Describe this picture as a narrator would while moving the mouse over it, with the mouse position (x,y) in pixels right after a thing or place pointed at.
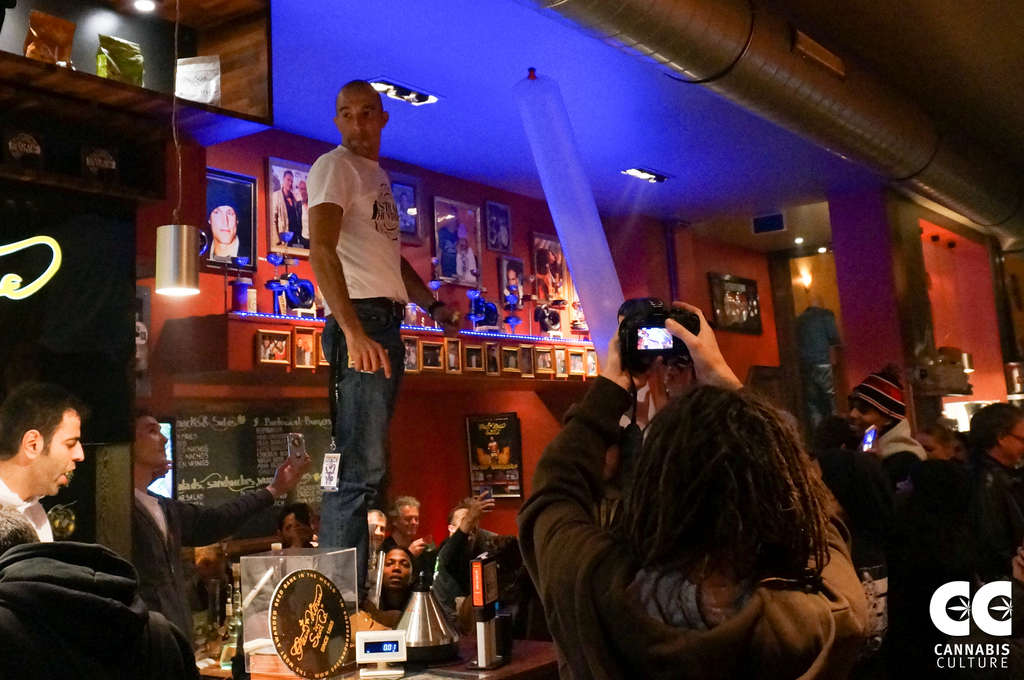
There are people (18,407) in the foreground area of the image (645,452), there are frames (437,208), light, a person (377,236) standing on a table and other objects (238,440) in the background (245,476).
